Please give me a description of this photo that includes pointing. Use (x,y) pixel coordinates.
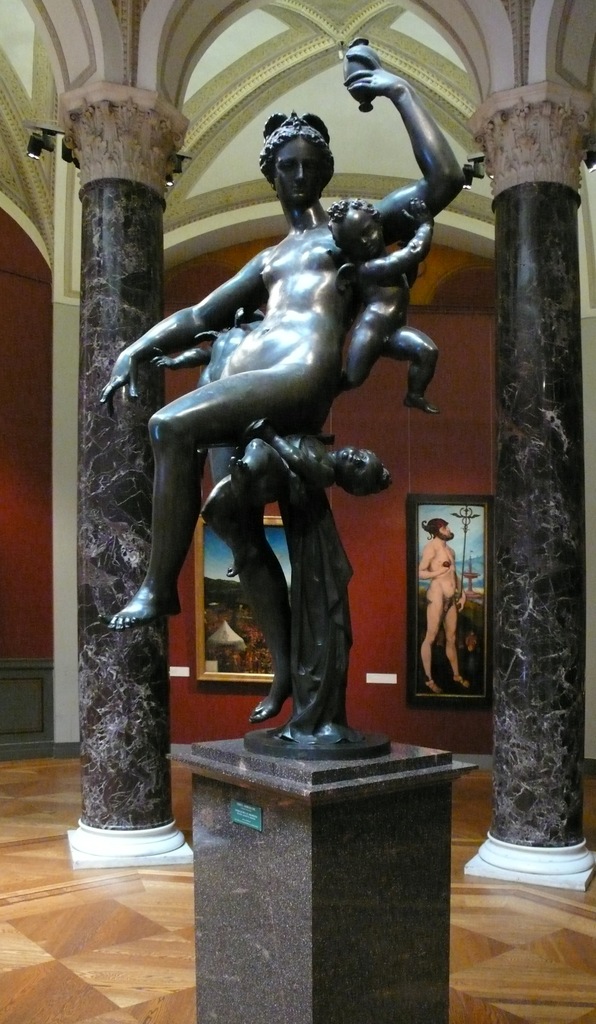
In the background (429,601) we can see the frames (420,579) on the wall (367,562), pillars (534,603). On a pedestal (415,819) we can see the sculptures (332,330). At the bottom (515,993) we can see the floor (460,1013).
